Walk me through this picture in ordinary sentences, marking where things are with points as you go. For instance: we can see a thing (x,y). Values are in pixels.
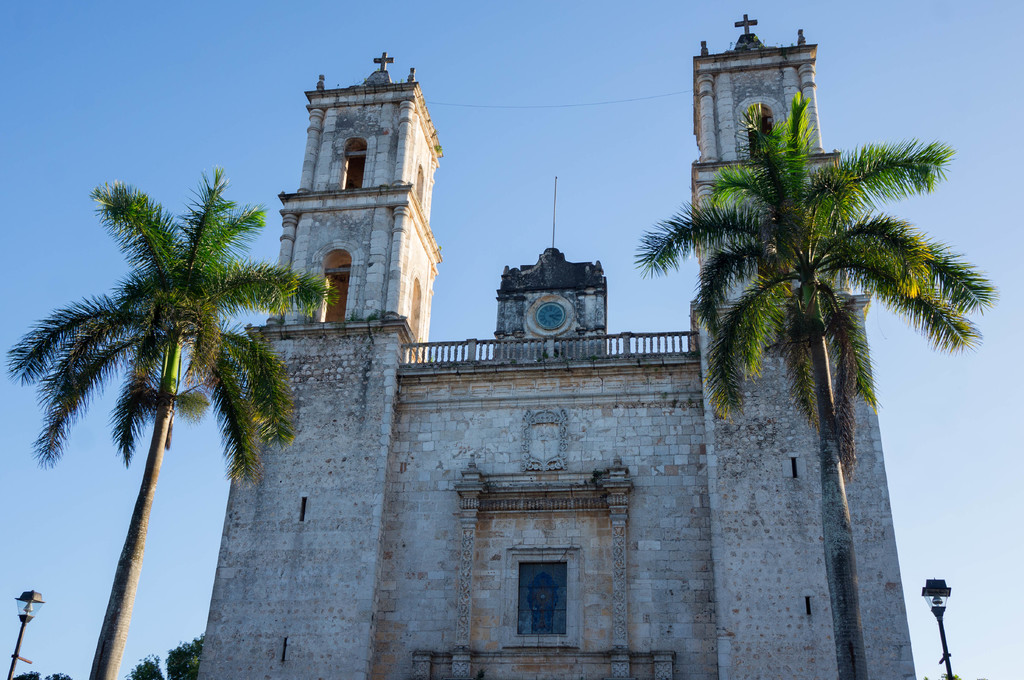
In this image it seems like it is a church (589,488) in the middle (583,417). There are two trees (131,568) on either side of the church (511,506). On the left side (20,611) bottom there is a light (32,607). On the right side (941,629) bottom there is another light (937,606). At the top (543,110) there is the sky (504,80).
